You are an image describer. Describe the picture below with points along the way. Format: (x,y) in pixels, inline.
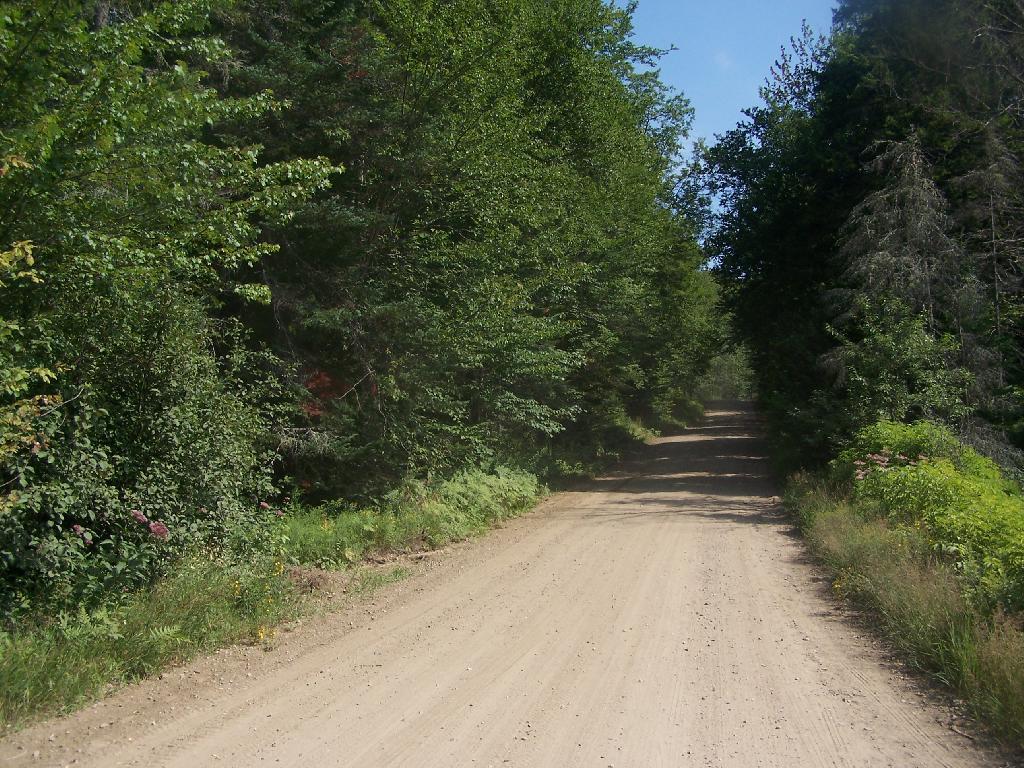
In the center of the image (383,406) we can see the sky (692,28), trees (857,162), plants (1023,549), grass (888,597) and road (598,475).
